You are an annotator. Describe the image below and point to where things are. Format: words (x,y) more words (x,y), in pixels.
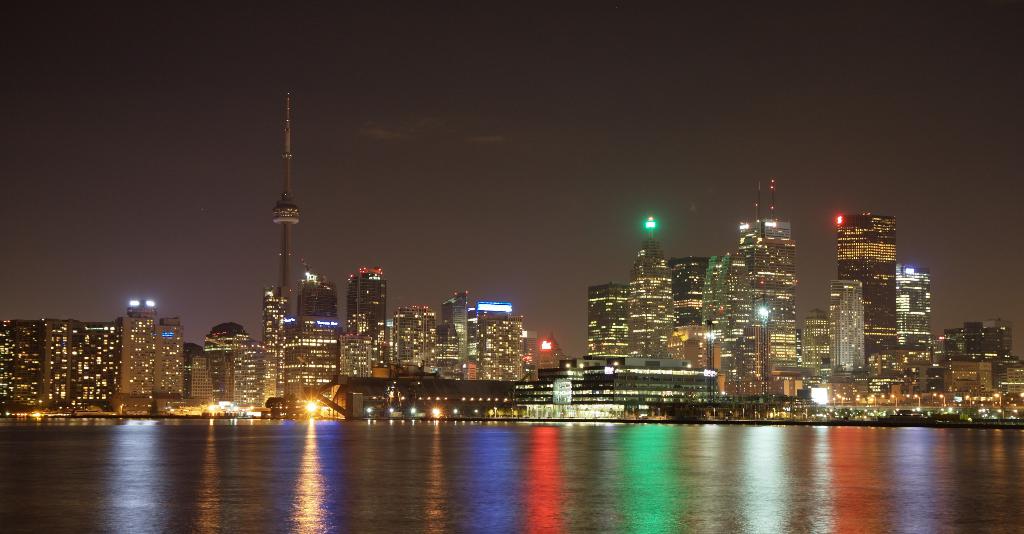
In this image I can see buildings (409,358) and water (522,478). I can also see lights (636,317) on the buildings (529,344). Here I can see a tower (282,209). In the background (493,158) I can see the sky (430,217).
